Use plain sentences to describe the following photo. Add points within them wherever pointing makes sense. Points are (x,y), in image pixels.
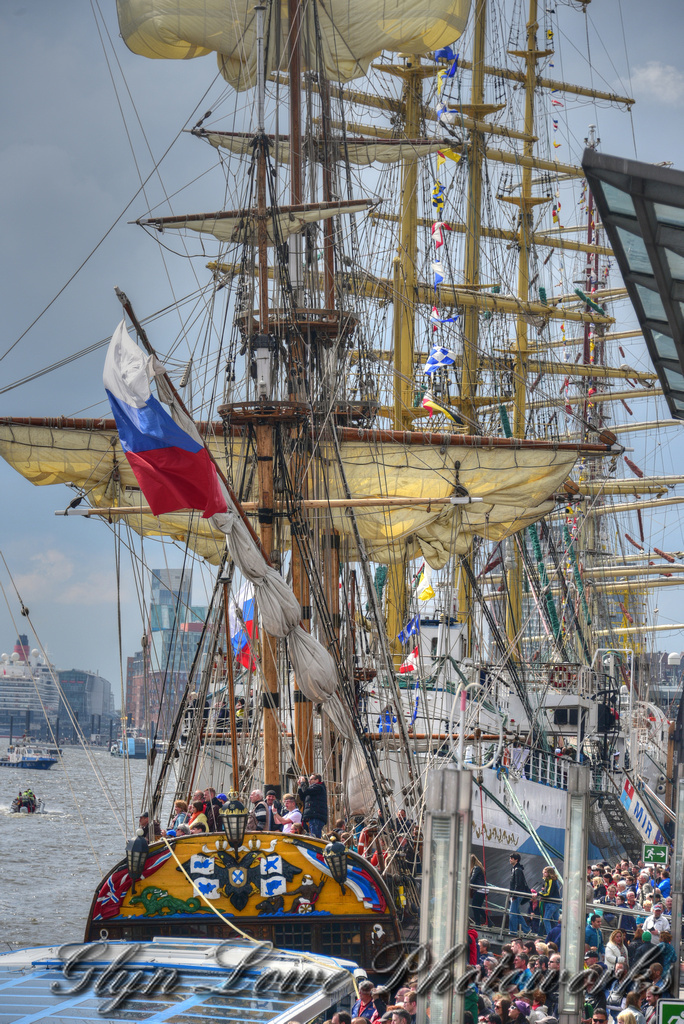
In this image, we can see some persons (202,792) in the ship (417,776). There are boats (120,752) in the bottom left of the image (34,760) floating on the water (34,892). There are buildings (179,645) on the left side of the image (183,635). In the background of the image (82,132), there is a sky (578,112).
